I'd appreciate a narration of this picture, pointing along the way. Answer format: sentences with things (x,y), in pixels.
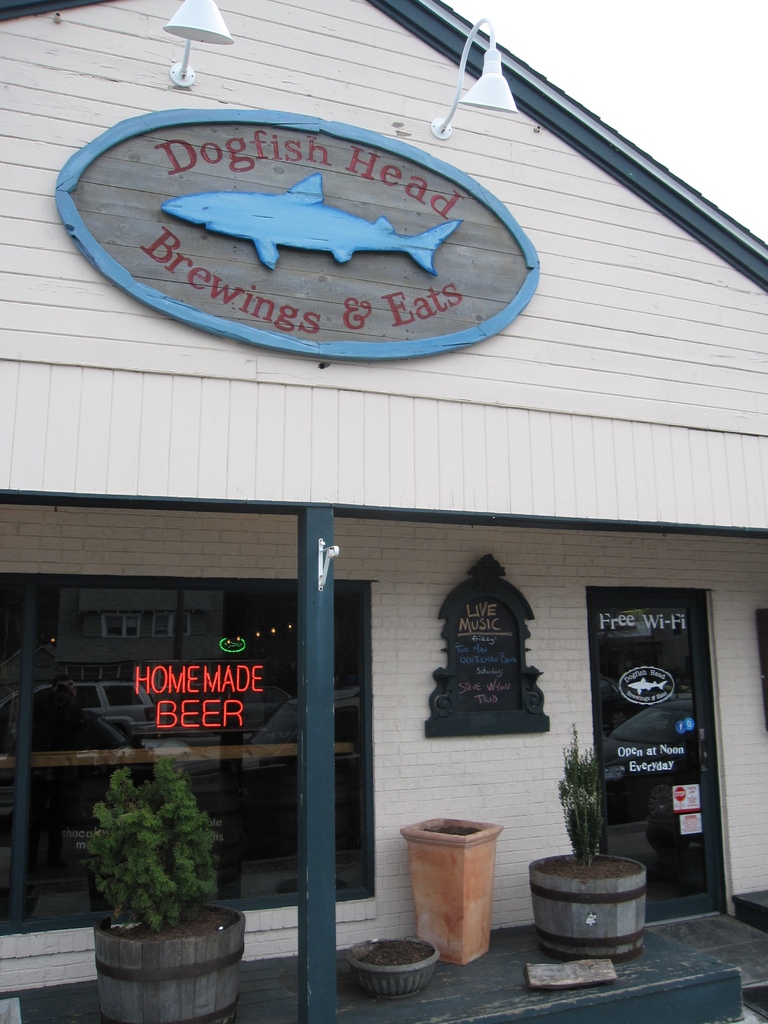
In this image I can see there is a building (64,386). And there is a label (307,260) with text (152,256) and image of fish (349,215). And there are lights (491,91). And at the bottom (433,847) there is a brick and a potted plant (142,878). And there is a sand (456,829) in it. And there is a mirror (652,841) with text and a door (665,721).
